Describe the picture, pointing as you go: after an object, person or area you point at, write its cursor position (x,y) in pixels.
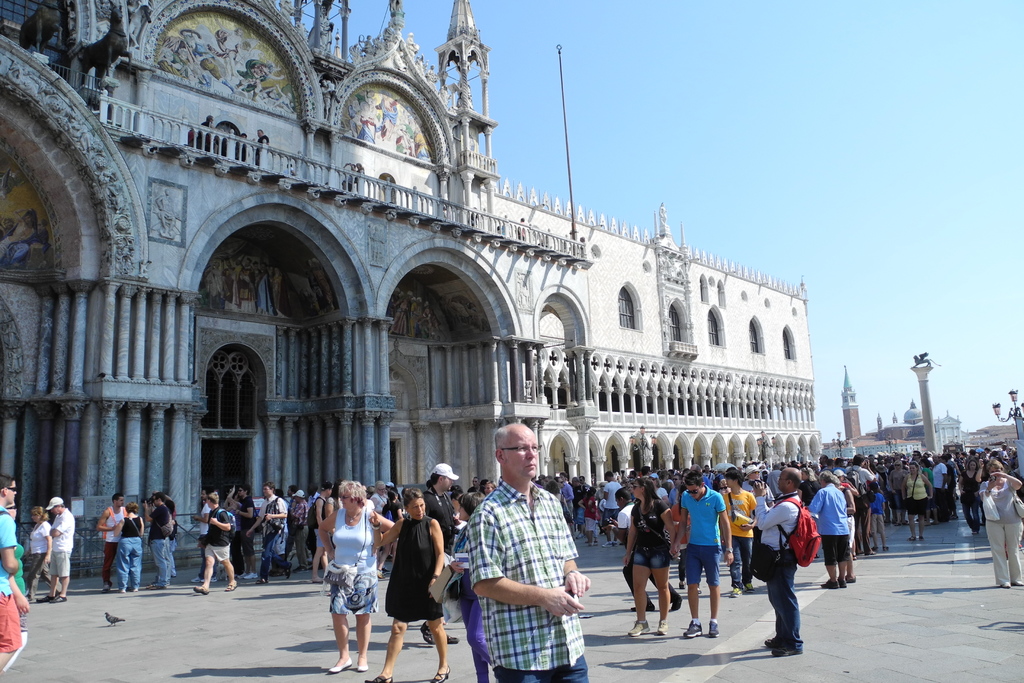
In this image we can see a building (502,296), there are pillars (348,329), there are windows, there are many people (521,483) standing on the road (758,604), there is a pole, there is a sky (701,168).
